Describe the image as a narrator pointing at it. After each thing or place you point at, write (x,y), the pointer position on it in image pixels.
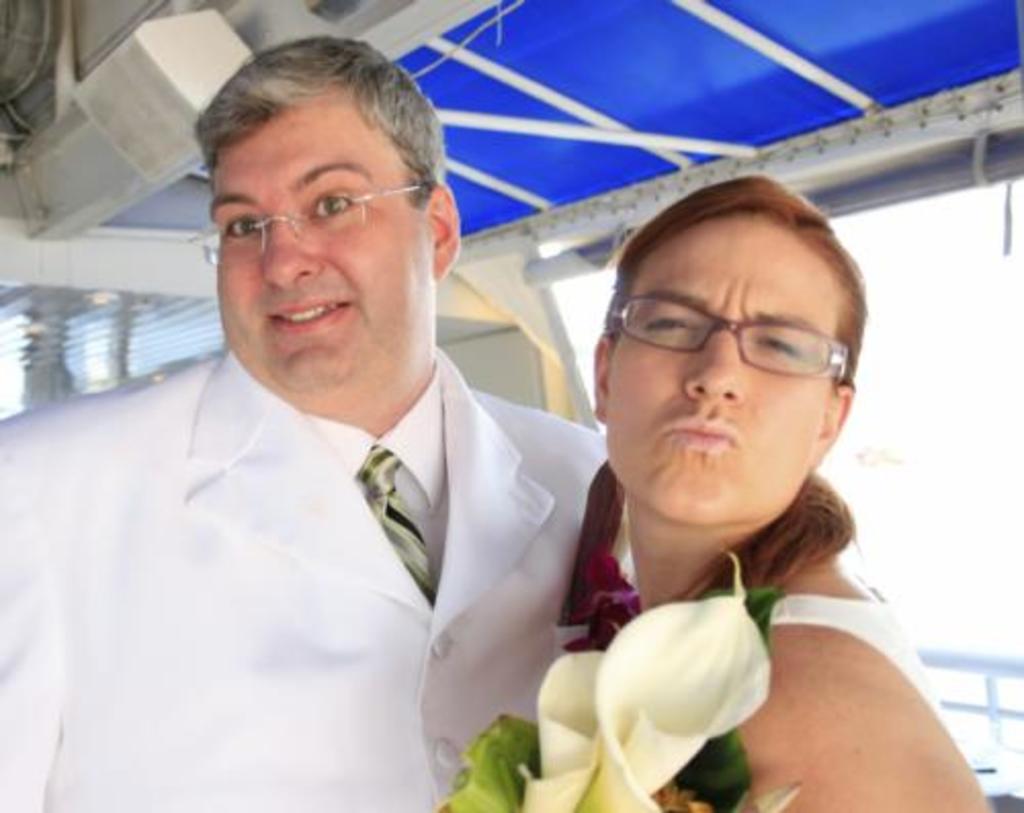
In this picture there are two persons (556,533) standing and the woman (785,435) is holding the flowers (621,691). At the back (39,310) there is a window (78,333). At the top (580,112) there is a pipe (567,104). In the bottom right (967,668) there is a railing (986,736).
